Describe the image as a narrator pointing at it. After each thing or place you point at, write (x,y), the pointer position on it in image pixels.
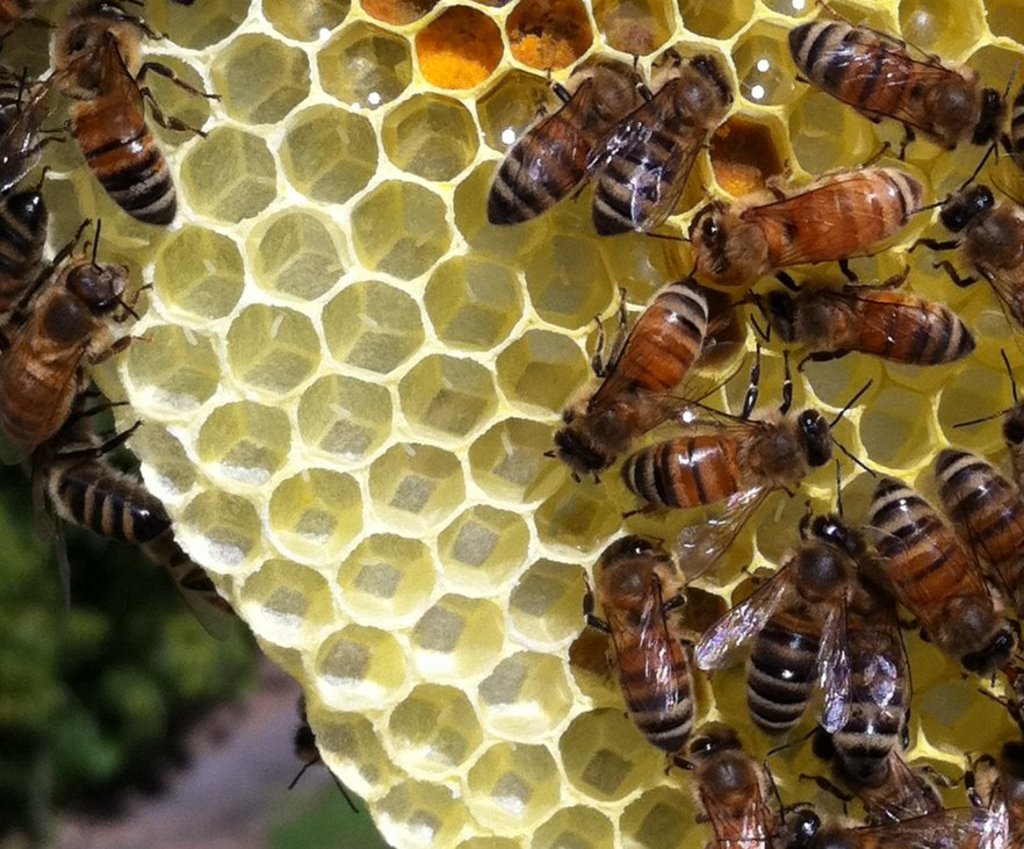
In this picture we can see honey bees (552,202) on honey bee hive (613,471). In the background of the image (218,759) it is blurry.
